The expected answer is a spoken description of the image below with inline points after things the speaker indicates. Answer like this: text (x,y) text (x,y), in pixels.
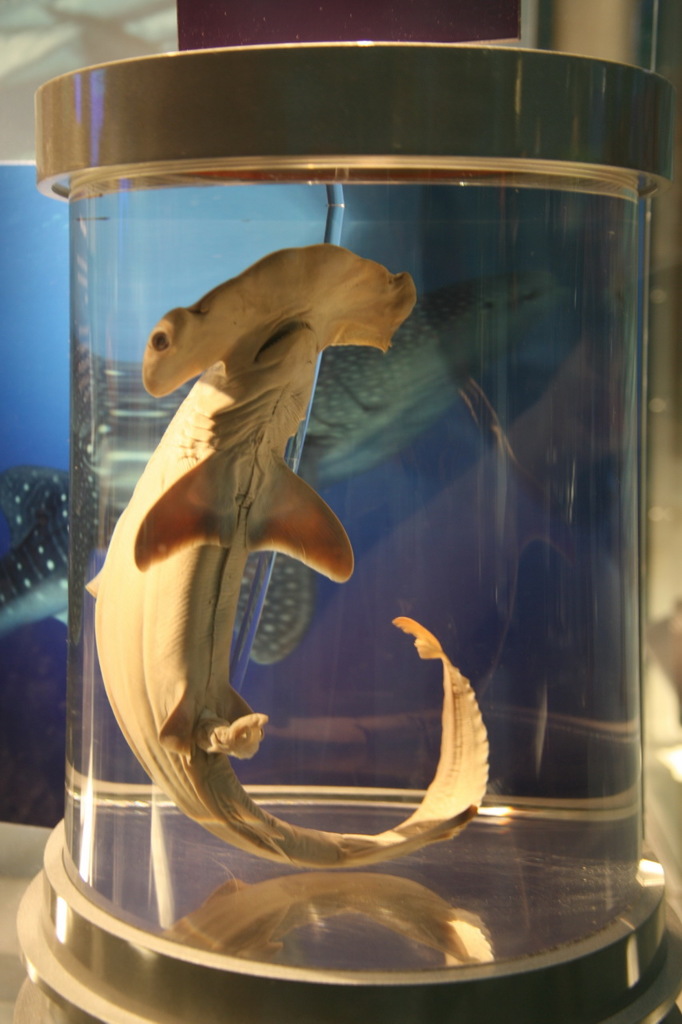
In this picture there is a fish (246,392) inside a water bottle (355,799) in the image.
